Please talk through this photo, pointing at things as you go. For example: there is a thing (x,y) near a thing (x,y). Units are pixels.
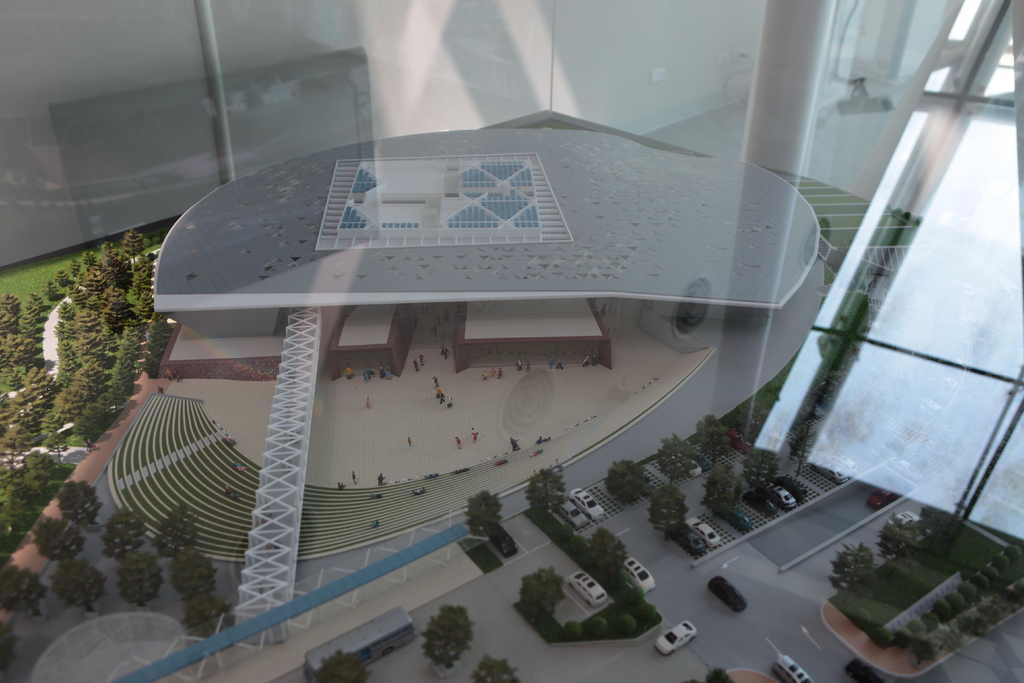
In this image we can see a building (432,305) and there are cars (685,631) on the road (683,586). There are trees (180,551) and stairs (336,544). We can see people (417,365) and pillars (772,113).
